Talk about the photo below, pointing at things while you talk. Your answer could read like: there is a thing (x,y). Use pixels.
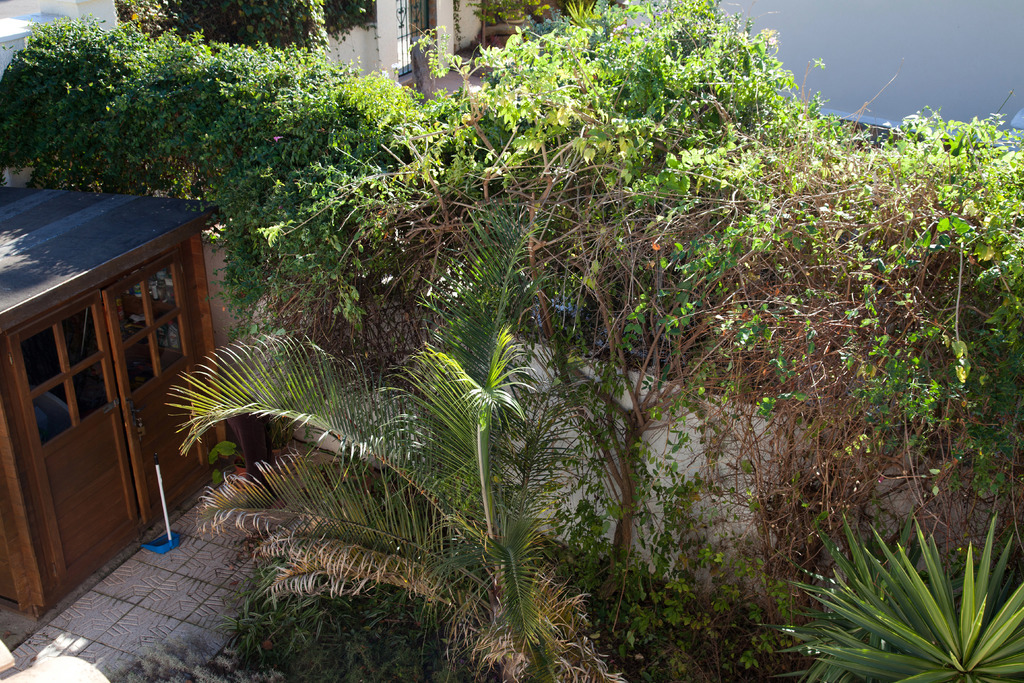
In the image there are many plants (482,260) and beside the plants (574,428) there is a small room (148,448) and on the other side of the plants (630,135) there is a door (409,41).
